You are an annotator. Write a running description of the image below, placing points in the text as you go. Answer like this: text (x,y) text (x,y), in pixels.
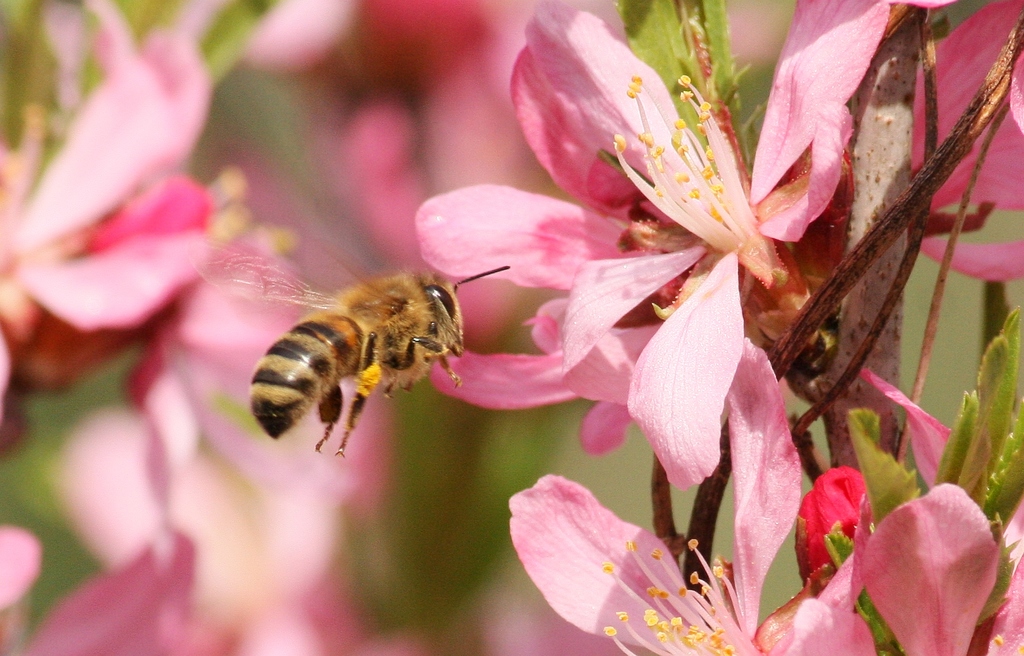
In this image I can see an insect (461,352) near the flower (533,366). And in the background (203,121) there are flowers (134,157) and leaves (56,122).
